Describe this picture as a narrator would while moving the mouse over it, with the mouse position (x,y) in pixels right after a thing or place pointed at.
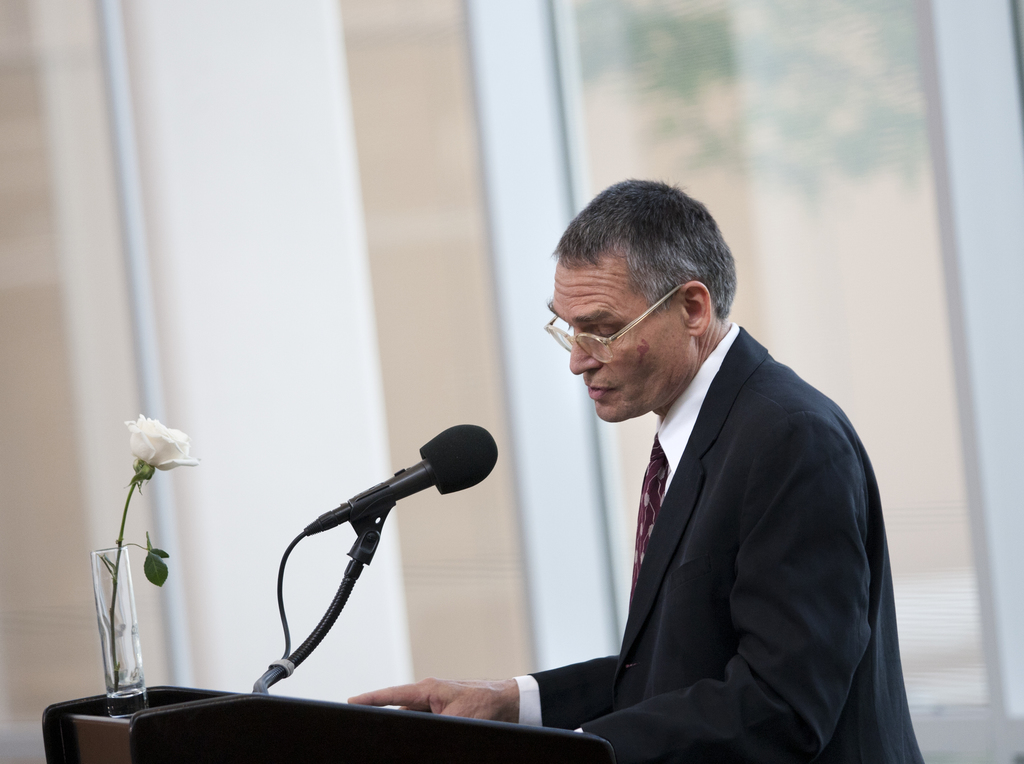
In this image I can see the person (875,662) standing in-front of the podium (329,759). The person (680,598) is wearing the blazer (696,537) and the white shirt (687,412). On the podium (227,728) I can see the mic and the flower vase (121,610). I can see the flower (178,451) is white color. In the back (392,199) I can see the window (665,77) but it is blurry.
